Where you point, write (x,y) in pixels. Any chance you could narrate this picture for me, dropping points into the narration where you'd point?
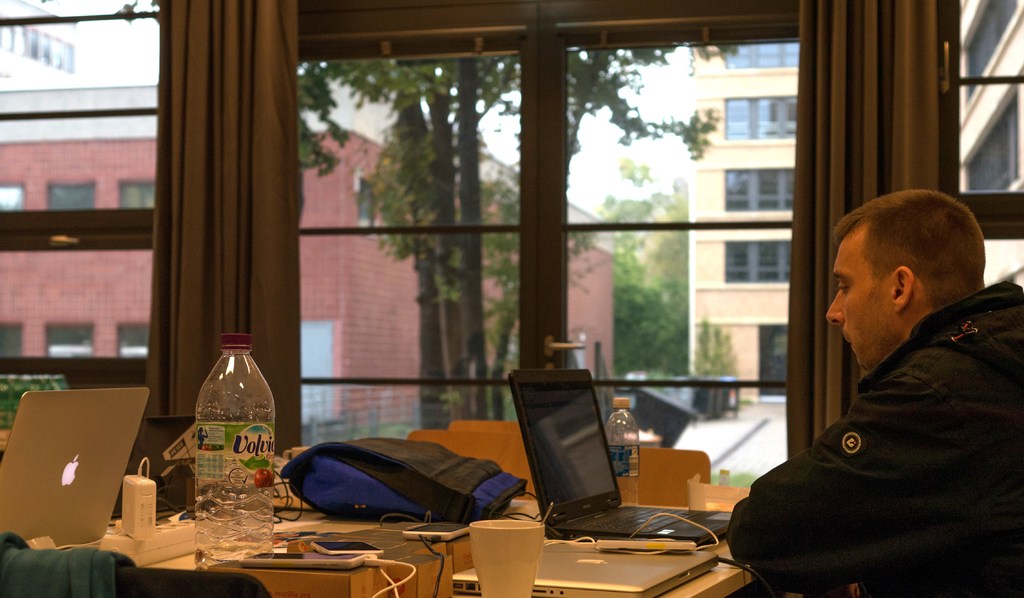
This is a image inside view of an house (132,384) and there is a window (492,76) on the middle (360,221) and there is a curtain (235,98) hanging on the window (458,185), through the window (318,173) i can see a some trees (466,170) and buildings (748,171) visible, in side of the house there is a man (872,511) sitting on the chair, on the table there are the laptop (564,422), bag (384,474), and bottles (233,478) visible.
